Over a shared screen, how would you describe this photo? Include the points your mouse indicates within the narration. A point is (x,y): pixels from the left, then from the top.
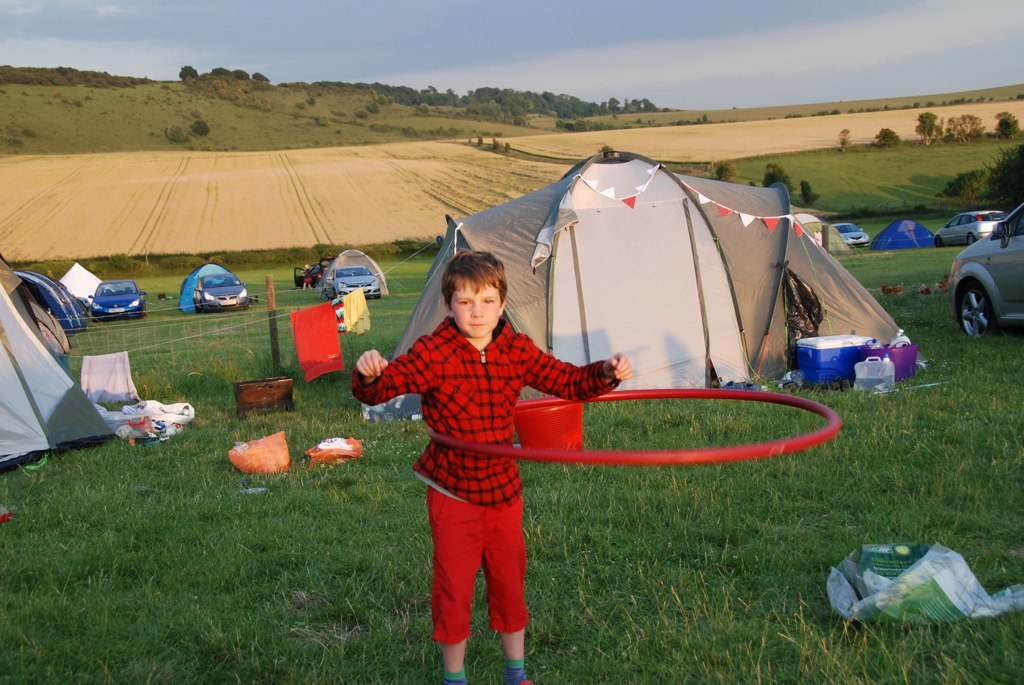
In this picture I can see a boy (480,307) with a hula hoop (627,459), there are tents (649,315), there are decorative flags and some other objects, there are vehicles (973,283) on the grass (948,291), there are trees (317,255), there is a hill (720,143), and in the background (344,19) there is the sky (818,29).
